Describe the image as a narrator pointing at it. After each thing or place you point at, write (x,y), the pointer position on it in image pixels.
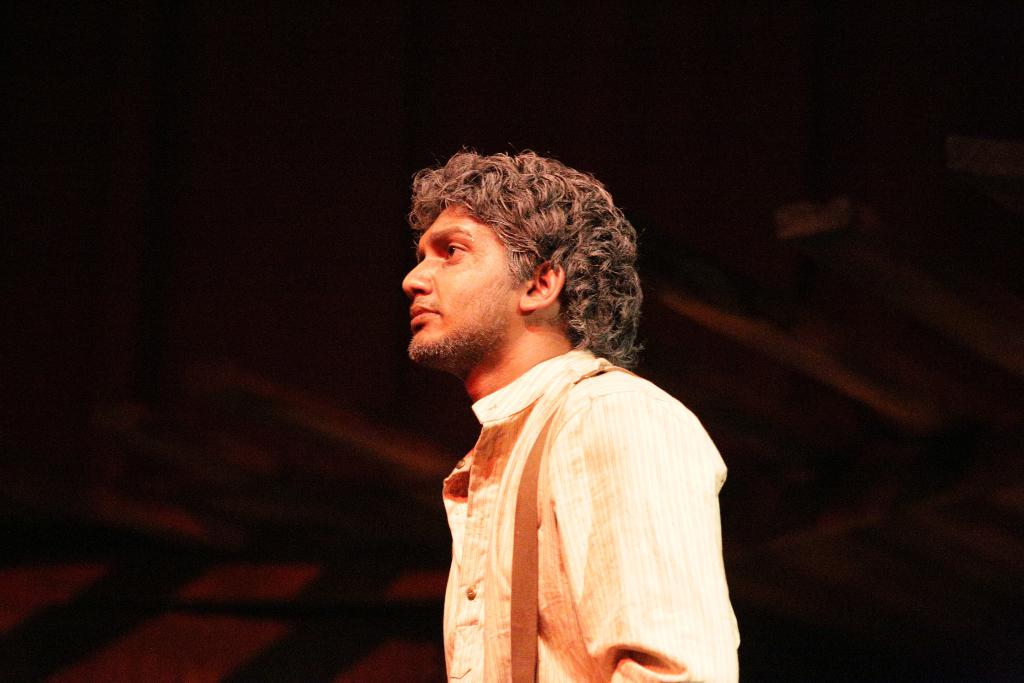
Here I can see a man (545,568) wearing a shirt (600,632) and looking at the left side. The background (16,181) is in black color.
